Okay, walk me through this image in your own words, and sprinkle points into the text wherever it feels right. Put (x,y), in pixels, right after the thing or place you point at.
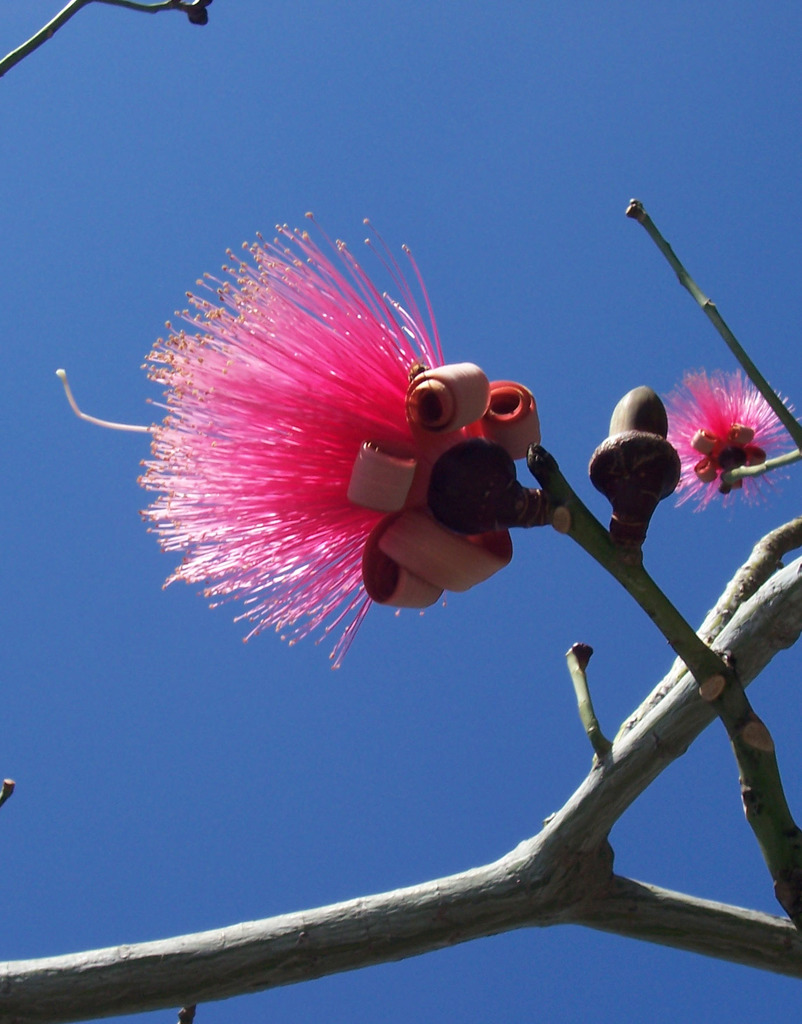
In this picture there are pink color flowers (467,526) on the tree (594,837). At the top (82,146) there is sky (269,96).
